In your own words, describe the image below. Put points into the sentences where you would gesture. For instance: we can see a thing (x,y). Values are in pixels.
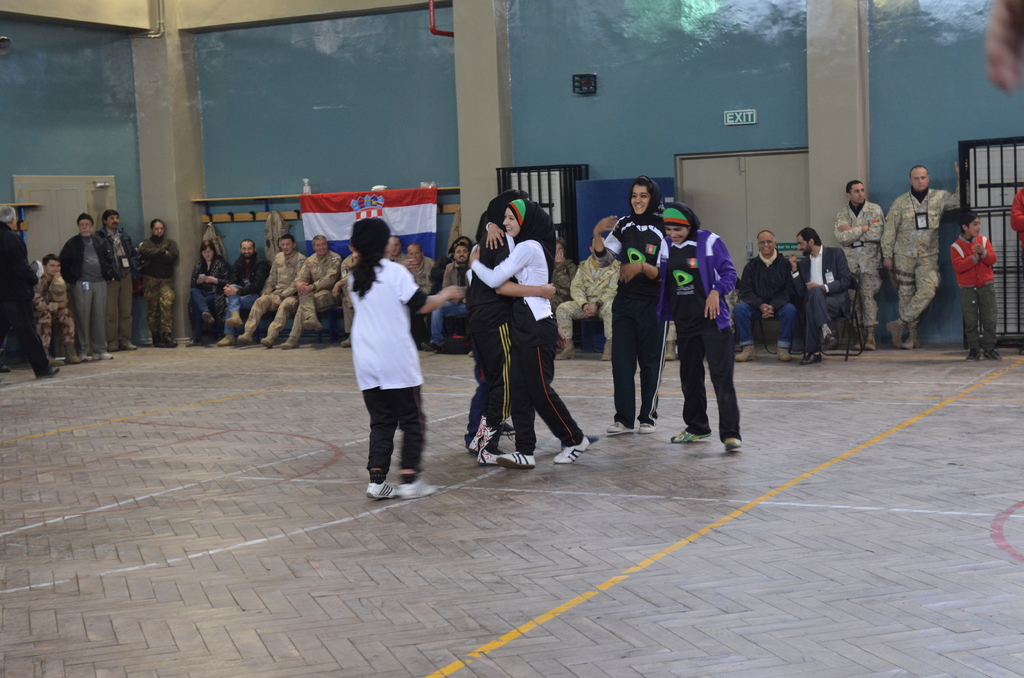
In this image we can see group of persons (536,265) are standing, and smiling, at the back (432,274) there are group of people (742,308) sitting on the chairs (593,321), there are pillars (500,125), there is a door (698,201), there is a wall (302,177), there is a flag (404,213).
